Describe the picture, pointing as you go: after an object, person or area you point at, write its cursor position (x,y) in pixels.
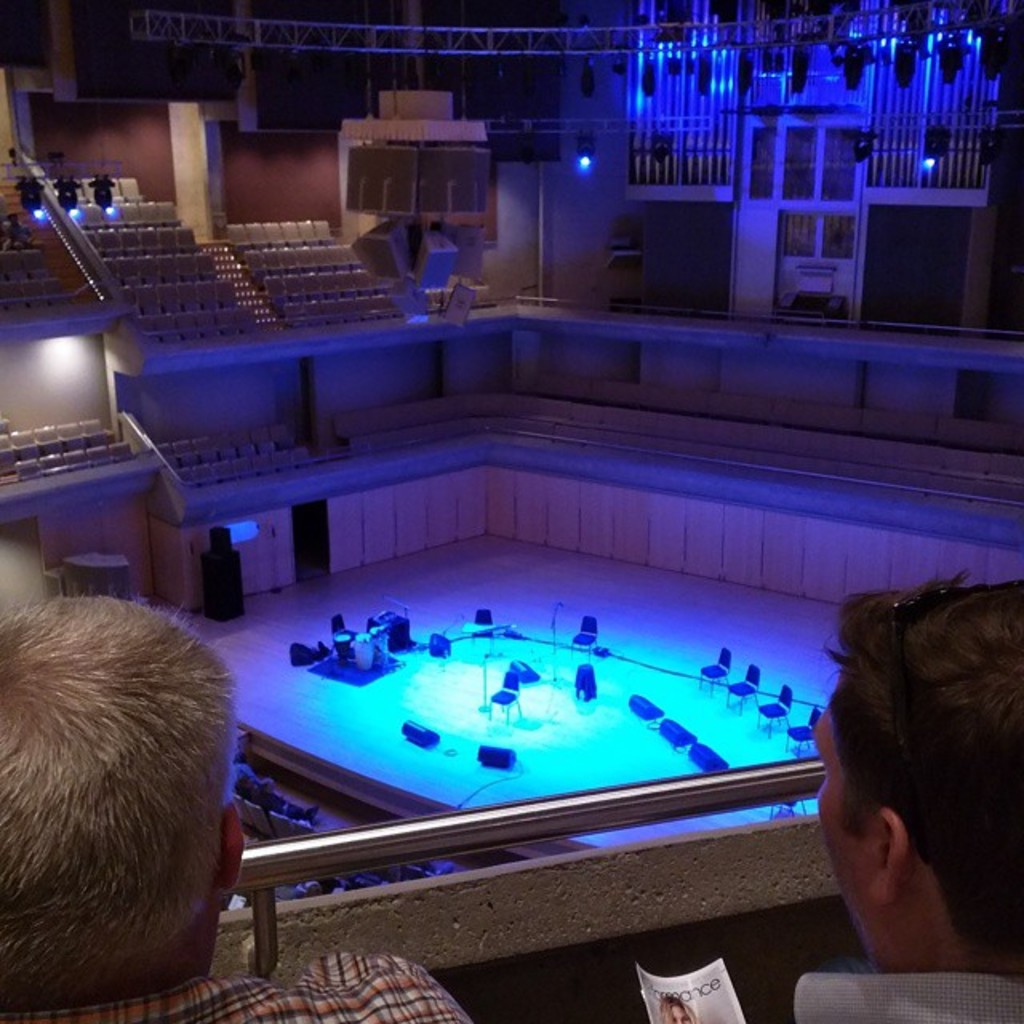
In this image I can see an auditorium (687,749). At the bottom of the image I can see two people (71,602) sitting facing towards the back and watching auditorium (77,509). I can see chairs (180,236) arranged in all the floors (326,429) of the auditorium (524,240).
